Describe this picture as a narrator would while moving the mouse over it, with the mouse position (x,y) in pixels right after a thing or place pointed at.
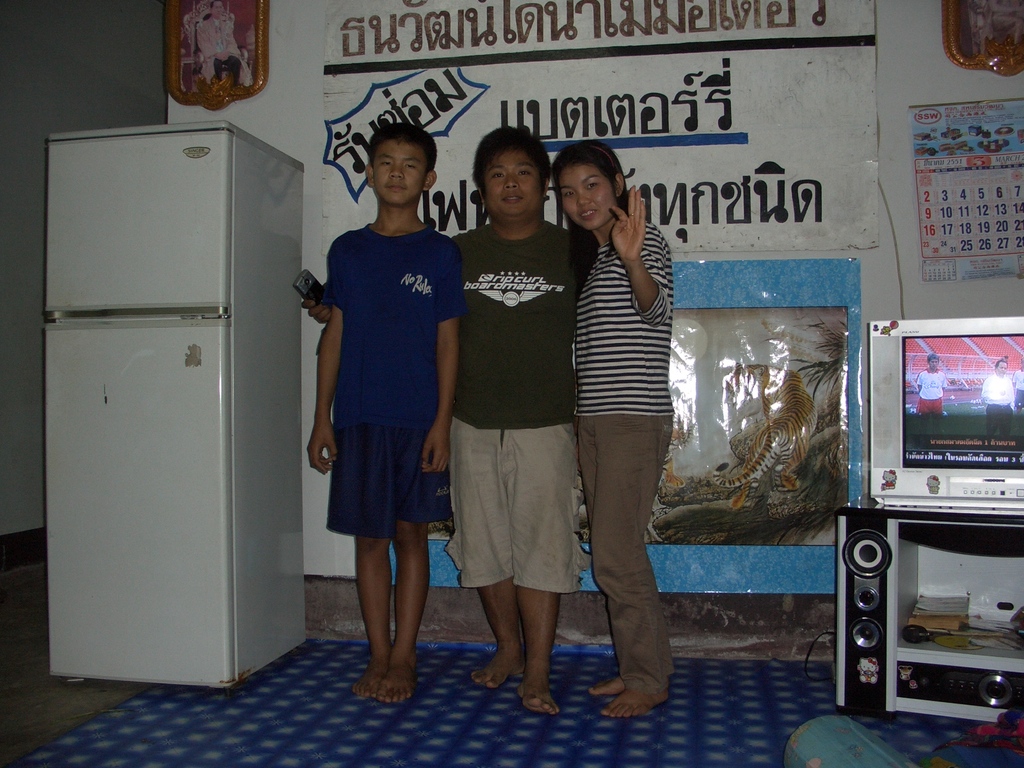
In this image I can see three persons (423,278) are standing. I can see two of them are wearing shorts (487,532) and one is wearing pant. Here I can see few speakers (862,613), a television (948,396), a calendar (1023,143), a refrigerator (182,661) and on this wall (308,95) I can see something is written.
